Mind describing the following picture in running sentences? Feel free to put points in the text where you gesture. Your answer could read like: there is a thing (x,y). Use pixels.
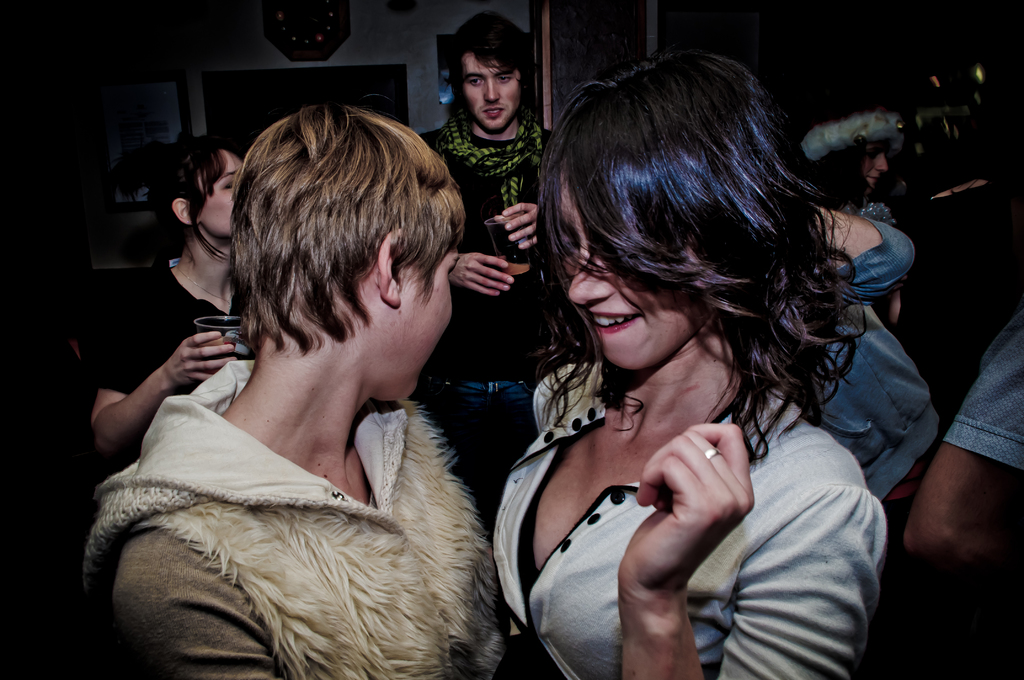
In this picture I can see a woman (669,435) and other person (354,536) in the middle (455,404), in the background (416,395) two persons (467,199) are holding the wine glasses (520,273) with their hands (467,268), behind them there is the wall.
